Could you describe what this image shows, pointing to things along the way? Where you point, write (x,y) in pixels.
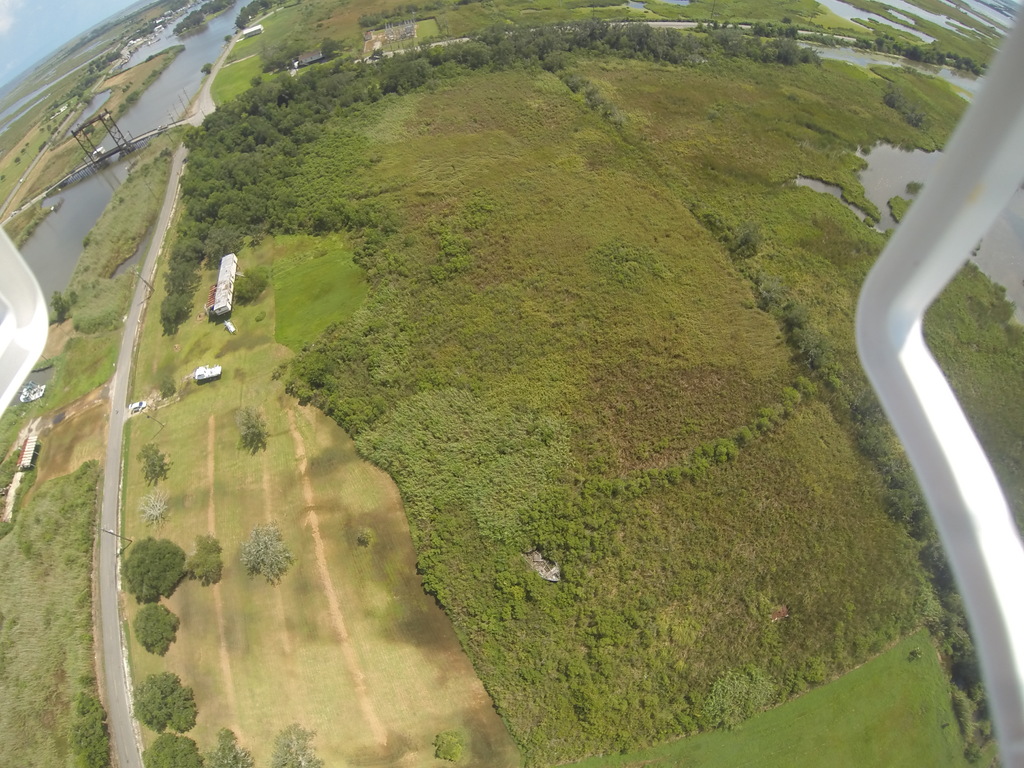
In this image, we can see the ground (370,558) with some grass (343,513), plants (473,301), trees (232,237) and some objects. We can also see some water (104,191) and a path (100,161) above the water (90,191). We can also see a metal pole (88,122) and the sky (29,25). We can also see an object (37,308) on the left (37,300) and an object (881,301) on the right (992,559).
